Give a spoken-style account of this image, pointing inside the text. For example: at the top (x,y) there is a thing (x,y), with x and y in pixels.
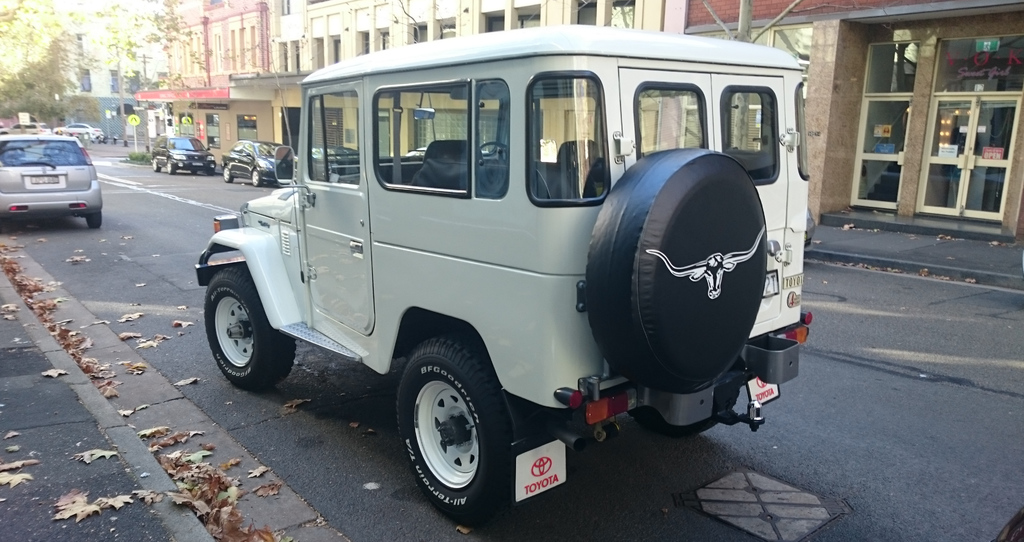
In this image, we can see few vehicles (493,414) are on the road (399,491). Background (868,122) there are so many buildings (857,106), glass (991,90), sign boards (130,119), poles (135,151), trees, plants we can see.
